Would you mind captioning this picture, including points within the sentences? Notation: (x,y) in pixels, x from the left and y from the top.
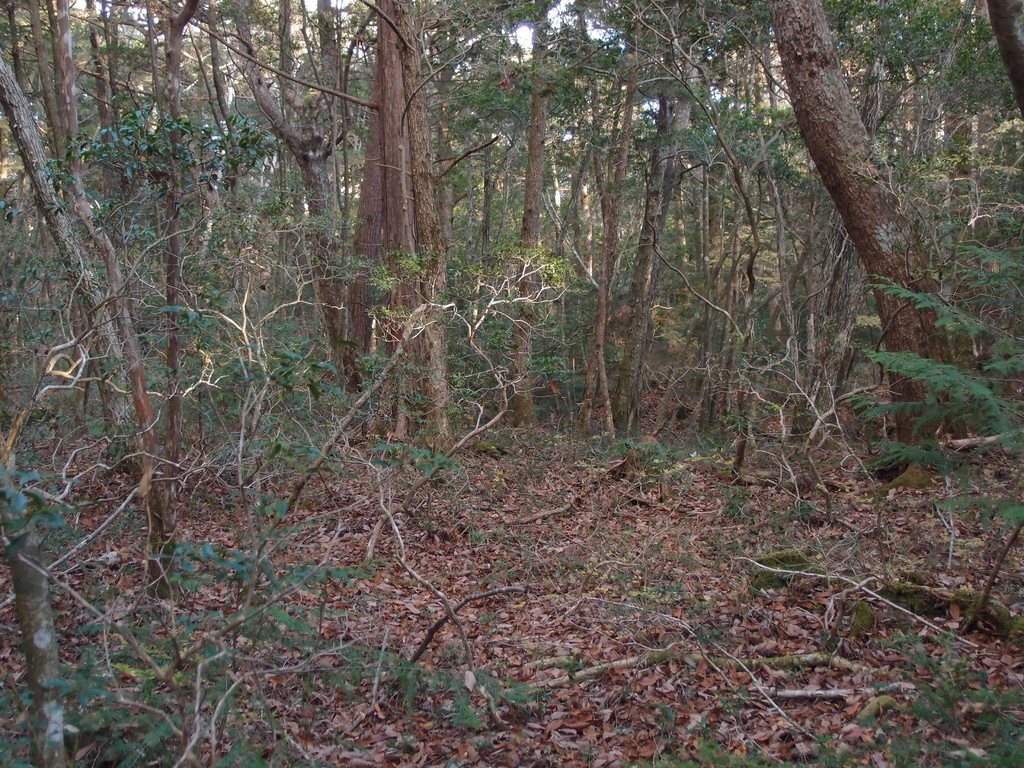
This picture might be taken in a forest (755,293) in this image there are a group of trees (611,428), at the bottom (361,526) there are some dry leaves (355,737) and grass (960,664).
